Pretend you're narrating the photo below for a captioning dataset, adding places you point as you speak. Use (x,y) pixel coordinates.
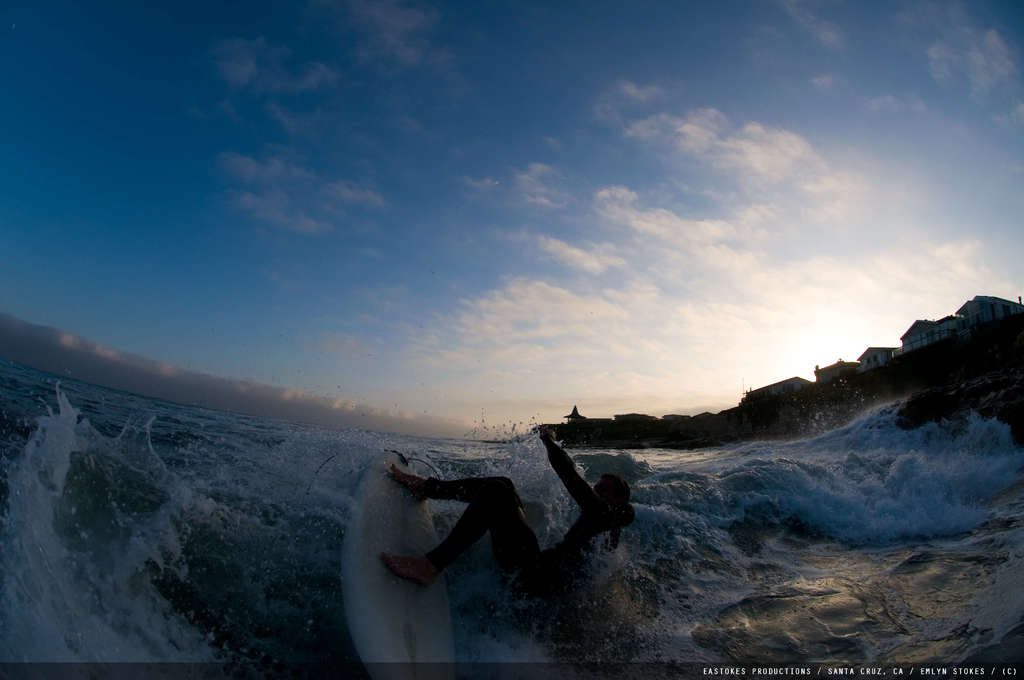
In this picture there is a person (554,433) in the center of the image (553,447), he is surfing in the water (297,440) and there is water (133,471) at the bottom side of the image (841,571).
